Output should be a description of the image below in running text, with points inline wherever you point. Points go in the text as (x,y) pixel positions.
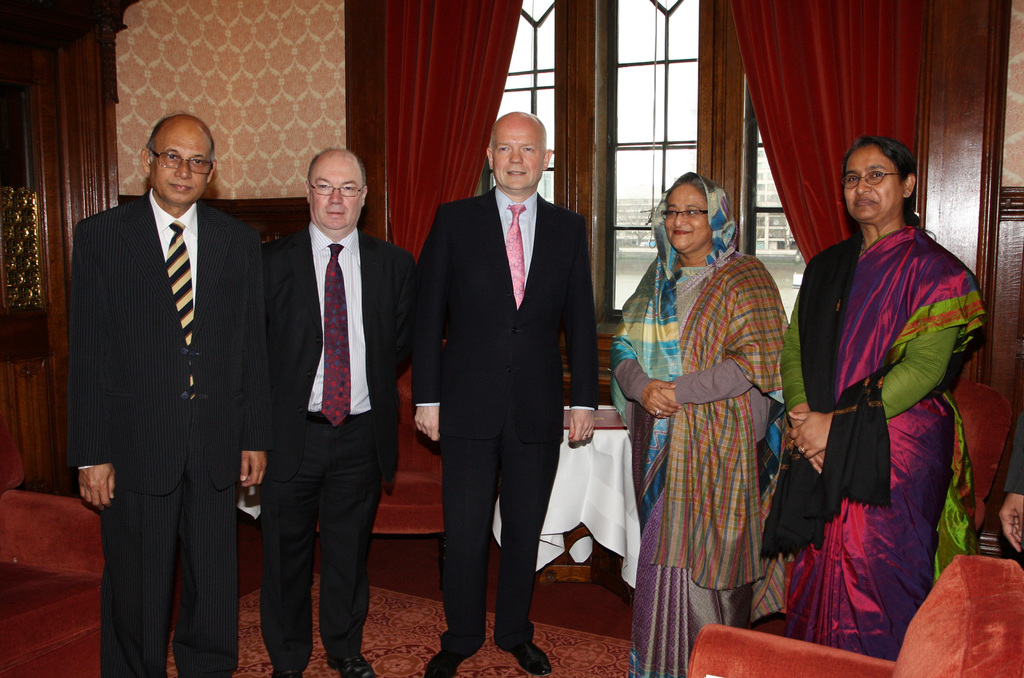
This is an inside view of a room (521,424). Here I can see three men (480,317) and two women (893,283) standing, smiling and giving pose for the picture. At the back of these people (651,497) I can see the chairs (76,551). In the background (514,70) there is a window (647,140) and wall (237,91). On the both sides of the window (593,44) I can see the red color curtains (472,89). On the left side (35,234) I can see a door (36,219).
